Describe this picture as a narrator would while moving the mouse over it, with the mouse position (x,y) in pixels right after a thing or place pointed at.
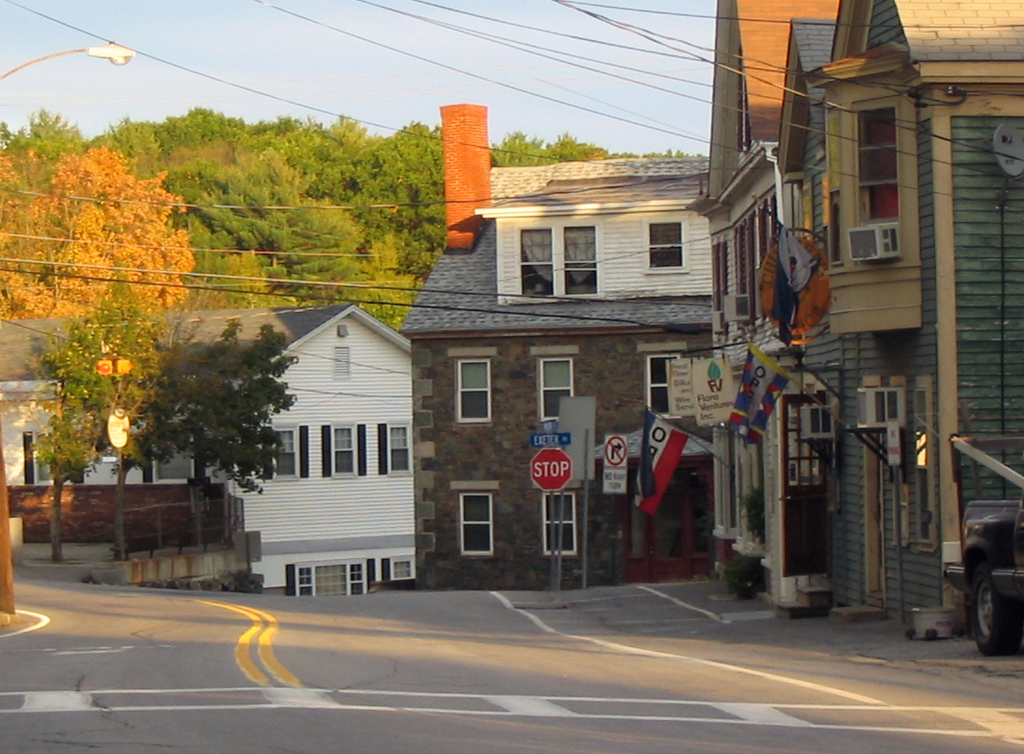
In this picture I can see the road (496,708) at the bottom (623,725), there are boards (611,451) and buildings (844,427) in the middle (470,437), in the background (426,212) I can see few trees (386,257). At the top (542,52) there is the sky (487,54).
